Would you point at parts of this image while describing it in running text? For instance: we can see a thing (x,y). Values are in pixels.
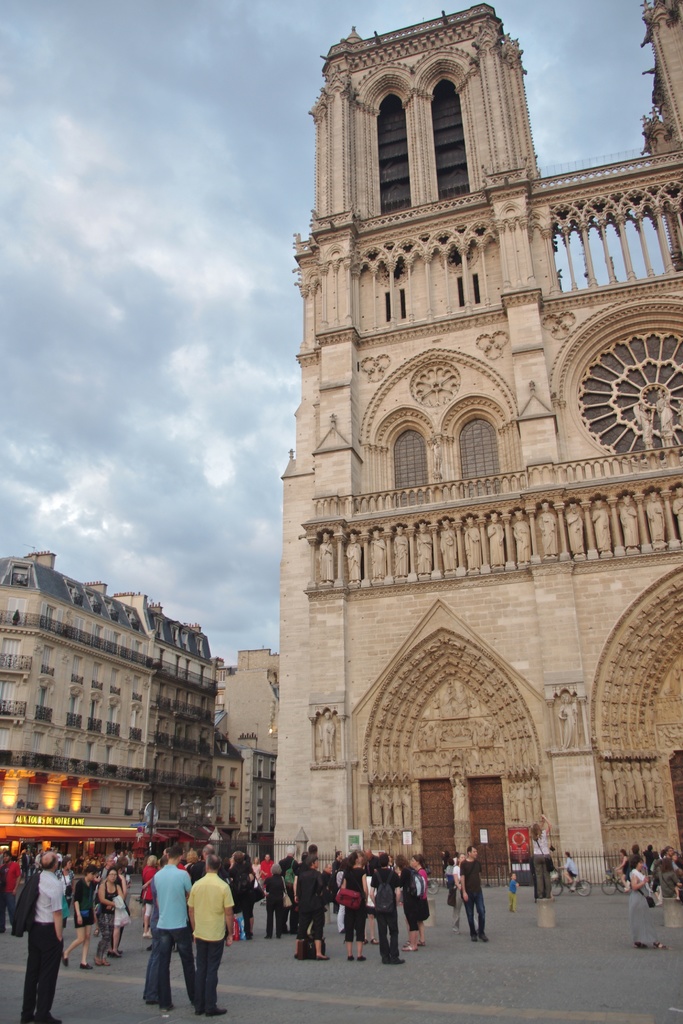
In this images at the bottom (197,980) we can see few persons (197,980) are standing and few persons (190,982) are walking and among them few persons (79,923) are carrying bags (236,921) on their shoulder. In the background (271,746) there are buildings (288,475), windows (6,742), name board (42,816) on the wall (42,816), lights (209,810), poles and clouds (1,256) in the sky (11,315).
